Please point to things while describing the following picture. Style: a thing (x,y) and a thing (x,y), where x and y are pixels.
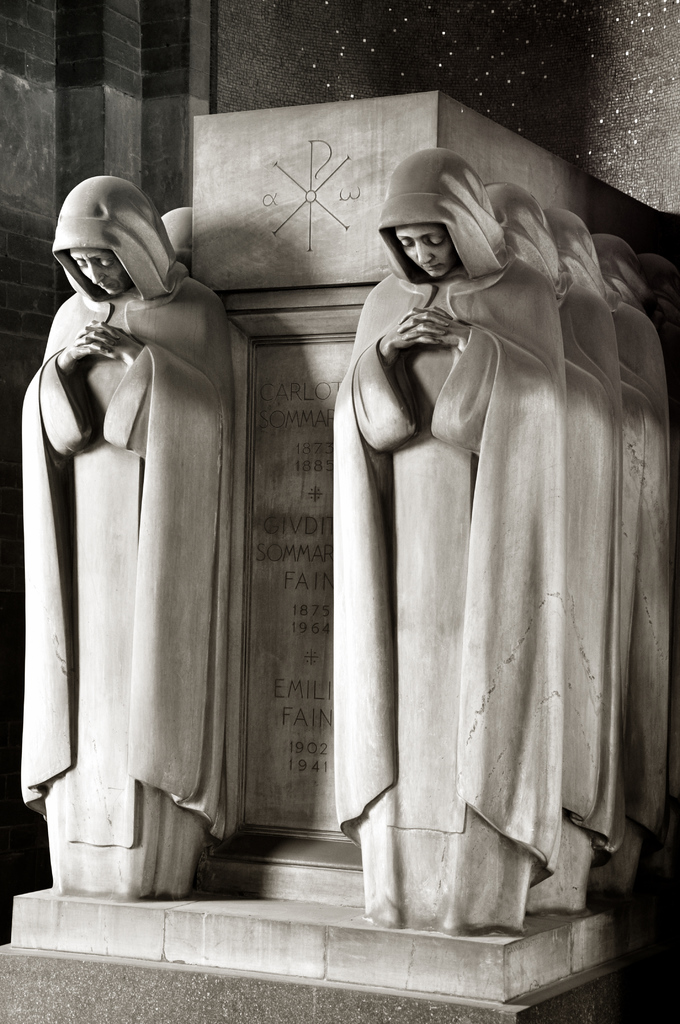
This picture shows stone carving (337,507) and we see statues (203,549) and carved text (293,416) on the stone (280,408).
